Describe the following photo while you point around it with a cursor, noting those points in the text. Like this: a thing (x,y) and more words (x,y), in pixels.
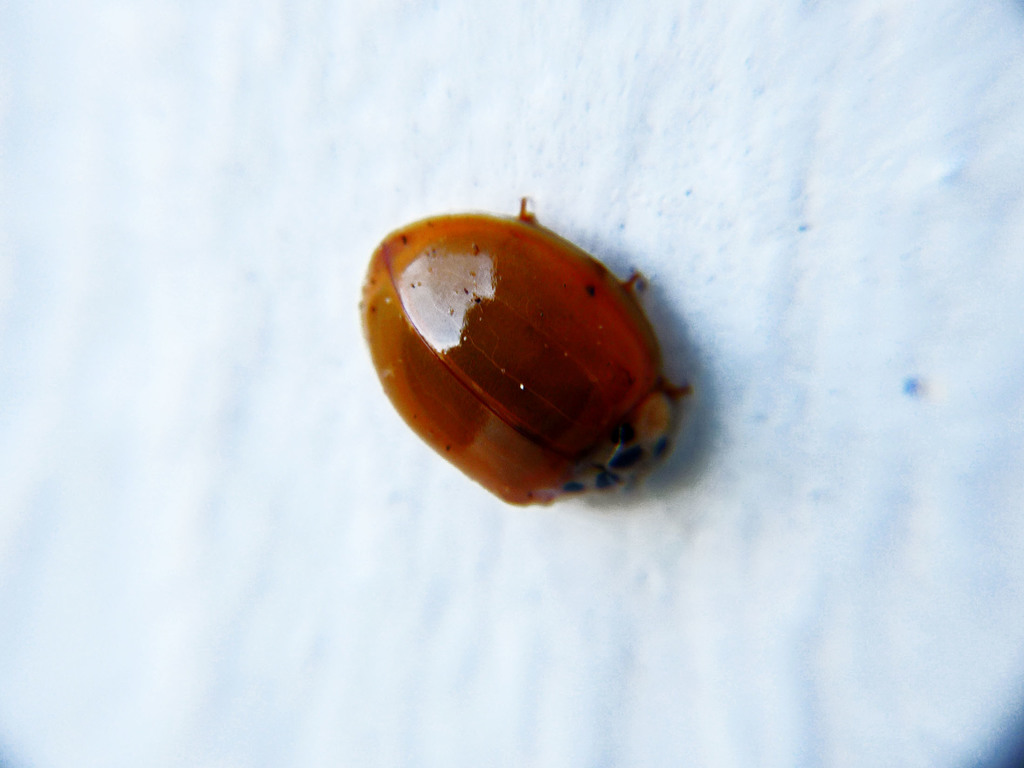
In the image there is a bug (417,325) on the white surface (743,620).
